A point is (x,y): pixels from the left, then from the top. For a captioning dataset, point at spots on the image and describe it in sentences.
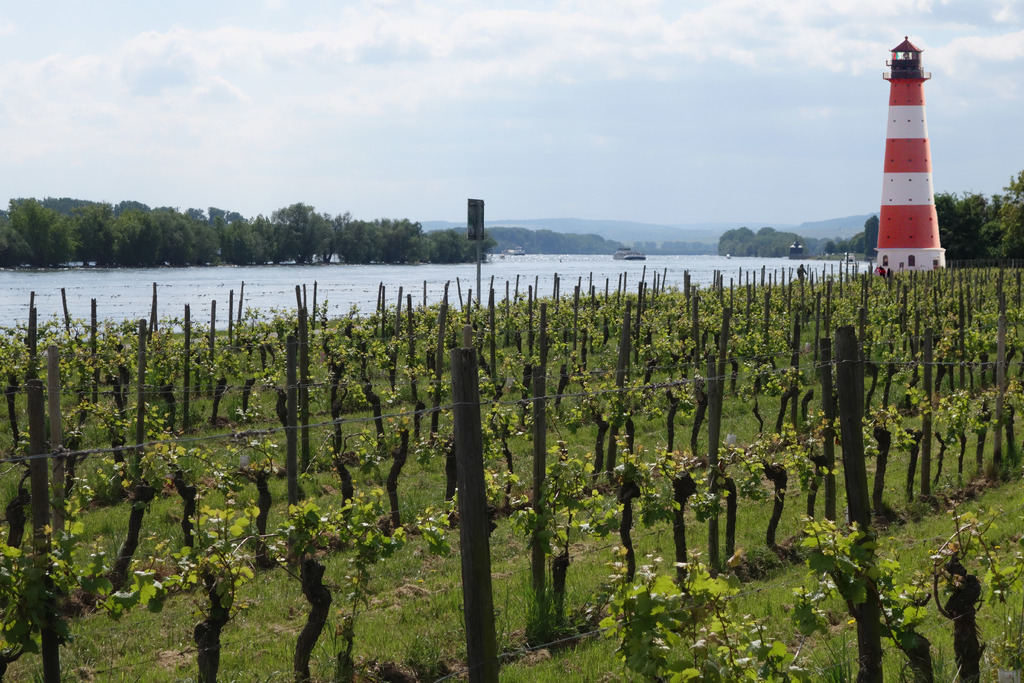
In this image I can see plants (693,501) and trees (406,253) in green color, background (263,305) I can see the water (327,305), a light house (895,141) in white and orange color, and the sky (524,108) is in white color.
